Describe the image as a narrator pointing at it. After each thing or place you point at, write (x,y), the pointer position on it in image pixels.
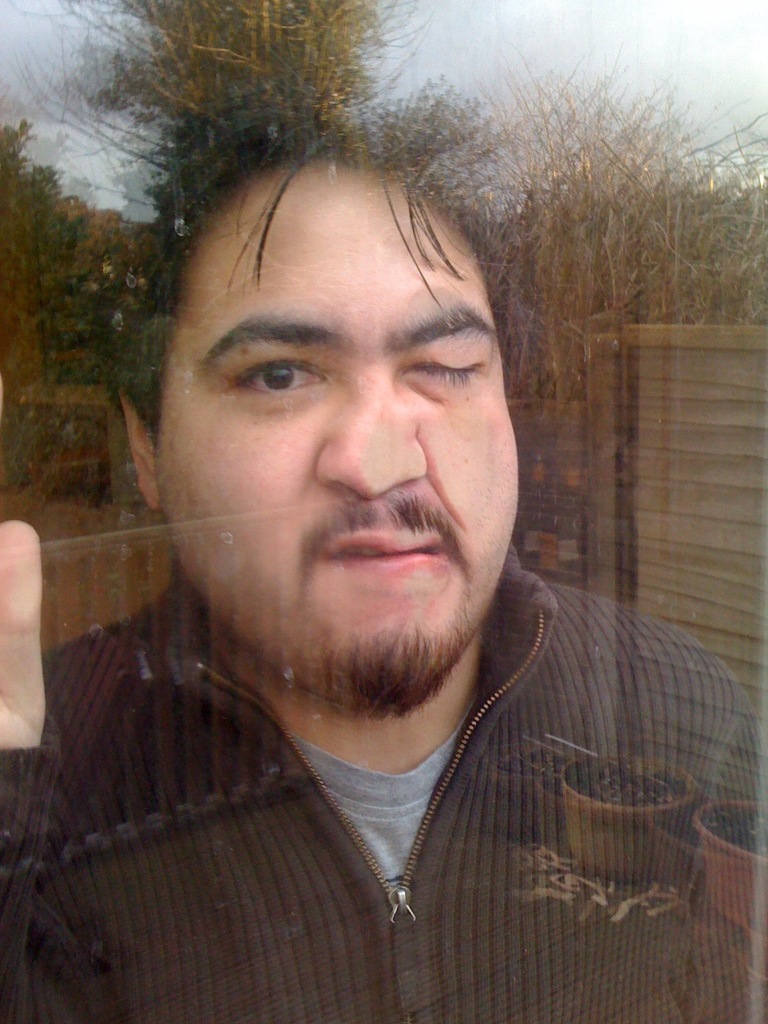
In the picture I can see a man (363,713) is wearing a T-shirt (443,767) and a jacket (362,933). In the background (122,57) I can see trees (160,64), the sky (512,63), plant pots (617,820) and some other objects (646,449).
